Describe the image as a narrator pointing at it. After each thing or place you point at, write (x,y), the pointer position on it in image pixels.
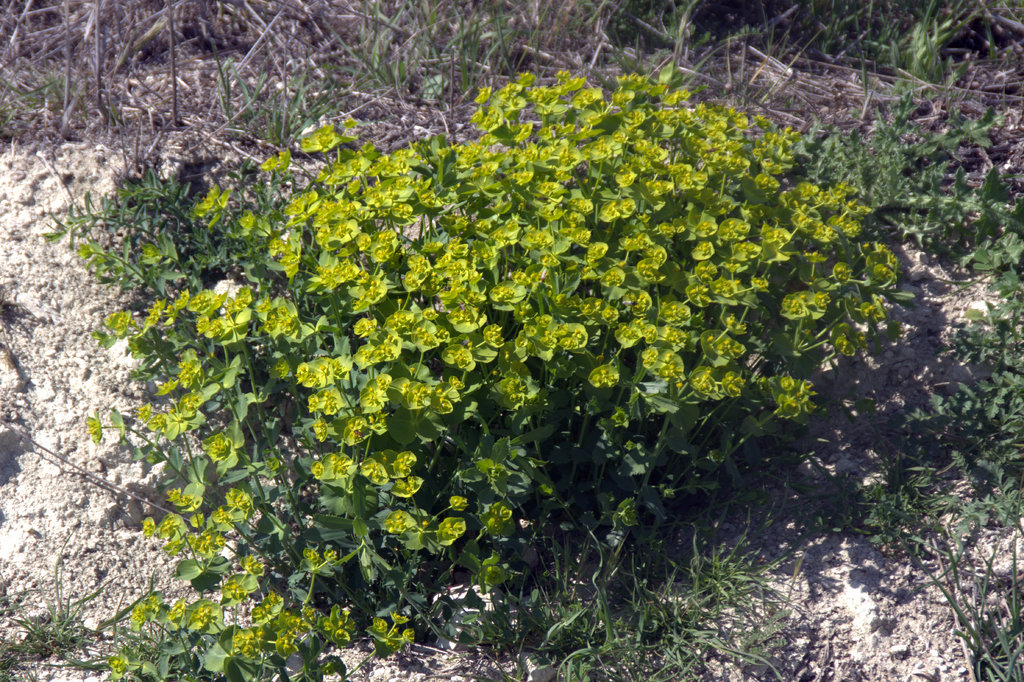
In this image we can see some plants (451,241), grass (648,25), and the mud (77,350).
